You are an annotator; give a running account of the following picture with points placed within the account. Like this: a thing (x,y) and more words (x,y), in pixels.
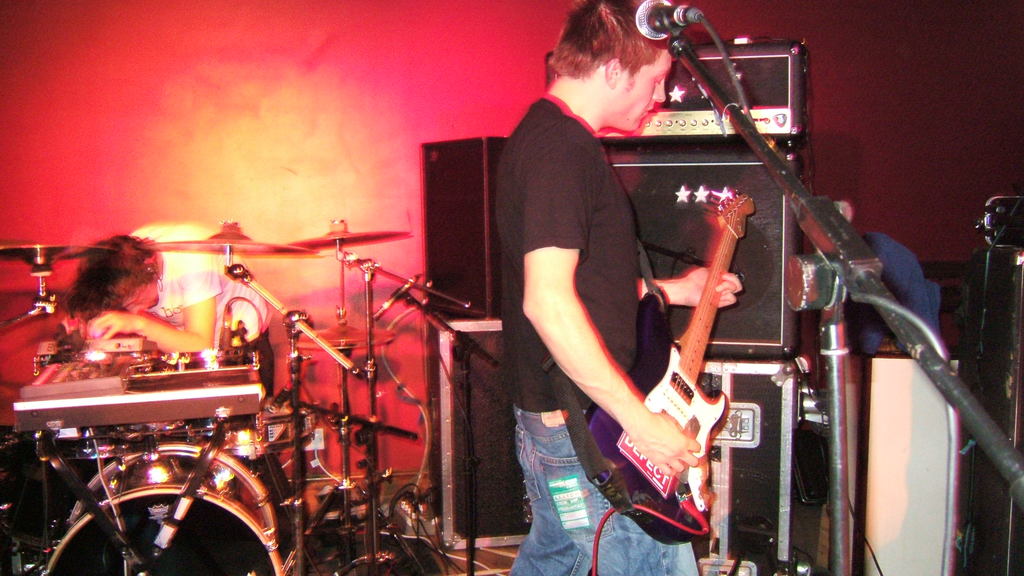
In the middle of the image (521,338), there is person (517,310) standing in front of the mike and playing a guitar (692,377). In the left middle (160,331), there is a person (208,260) playing instruments (176,353). In the right middle (825,207), there is a mic stand (825,207). In the background (542,42), there is a light (309,134) of red and yellow in color. On the top right (792,50) there is a sound box (782,111) and speakers (769,272) kept on the dais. This image is taken in a hall (32,45) during night time.
